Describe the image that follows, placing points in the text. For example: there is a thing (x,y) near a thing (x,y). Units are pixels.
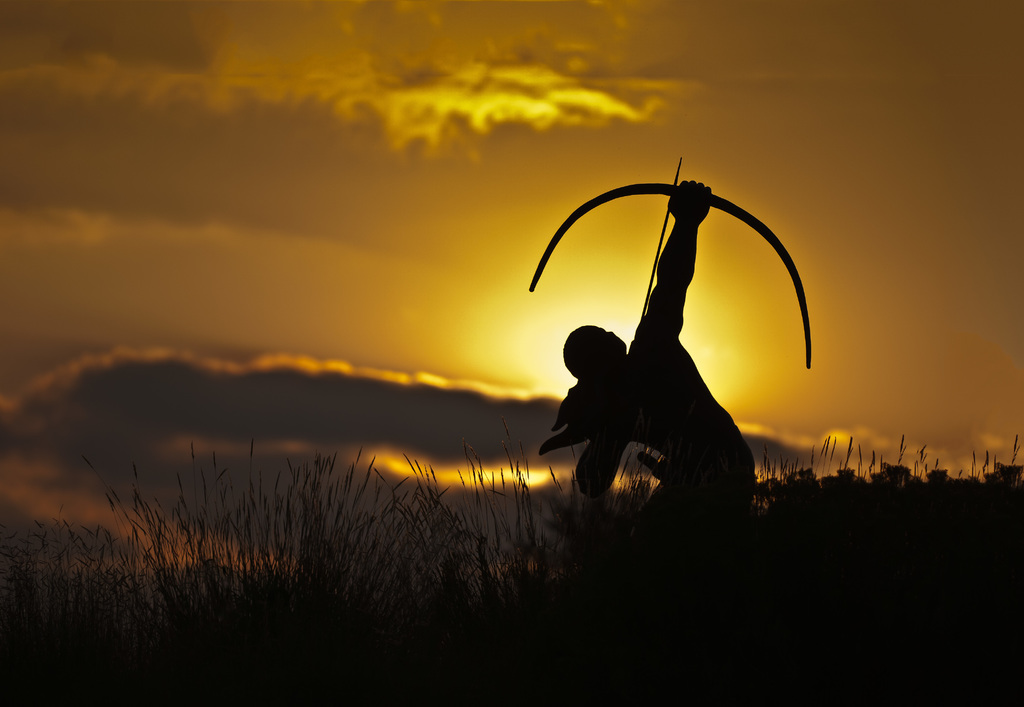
In this image we can see a person (645,395) holding a bow (788,268) and arrow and standing in the grass (681,546), there we can also see a few clouds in the sky (523,364) and the sun rise (689,333).
